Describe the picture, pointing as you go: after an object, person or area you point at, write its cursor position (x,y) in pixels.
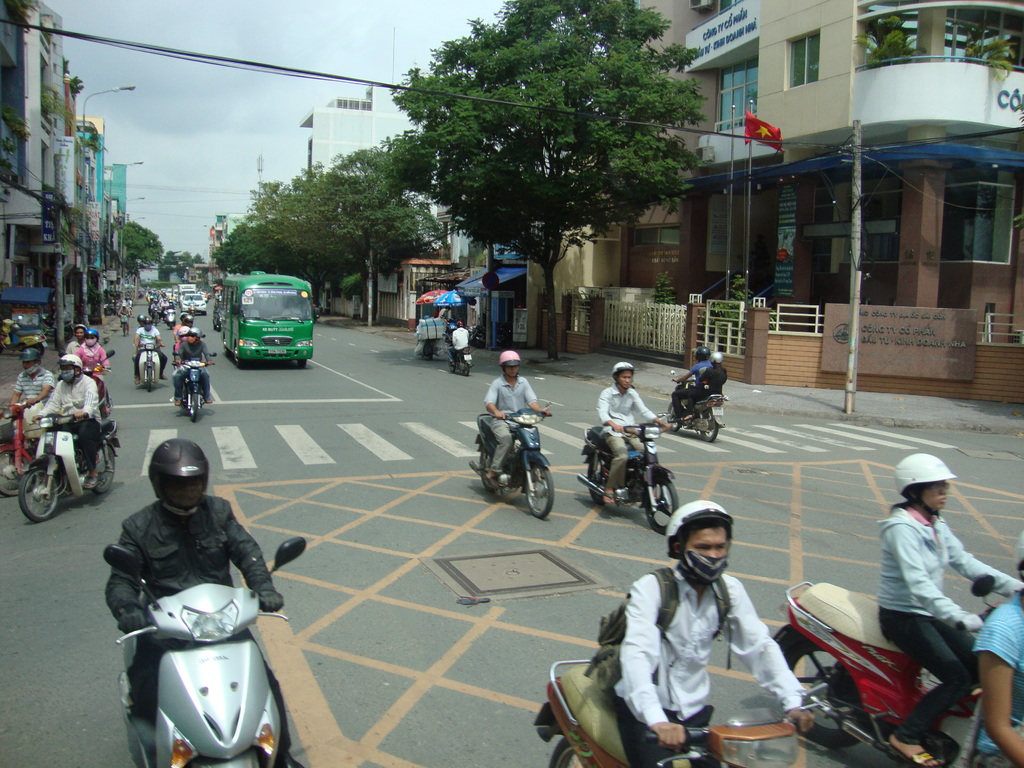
In this picture we can see vehicles (266,318) and some people (698,655) wore helmets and riding motor bikes (98,390) on the road (355,335), flag (770,133), buildings (937,38), trees (433,133), poles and some objects (606,296) and in the background (292,54) we can see the sky (317,23).
